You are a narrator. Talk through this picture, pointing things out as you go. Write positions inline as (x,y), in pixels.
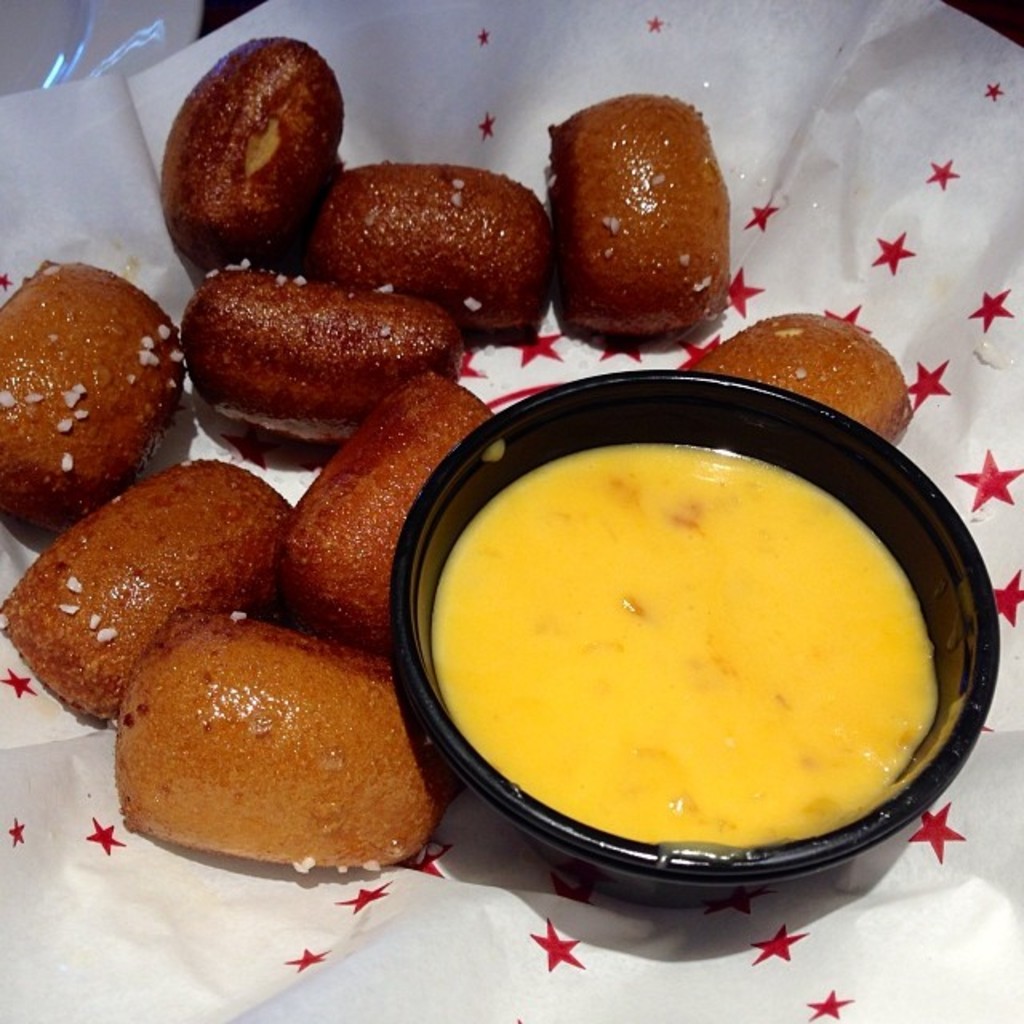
This image consists of food (619,549).
